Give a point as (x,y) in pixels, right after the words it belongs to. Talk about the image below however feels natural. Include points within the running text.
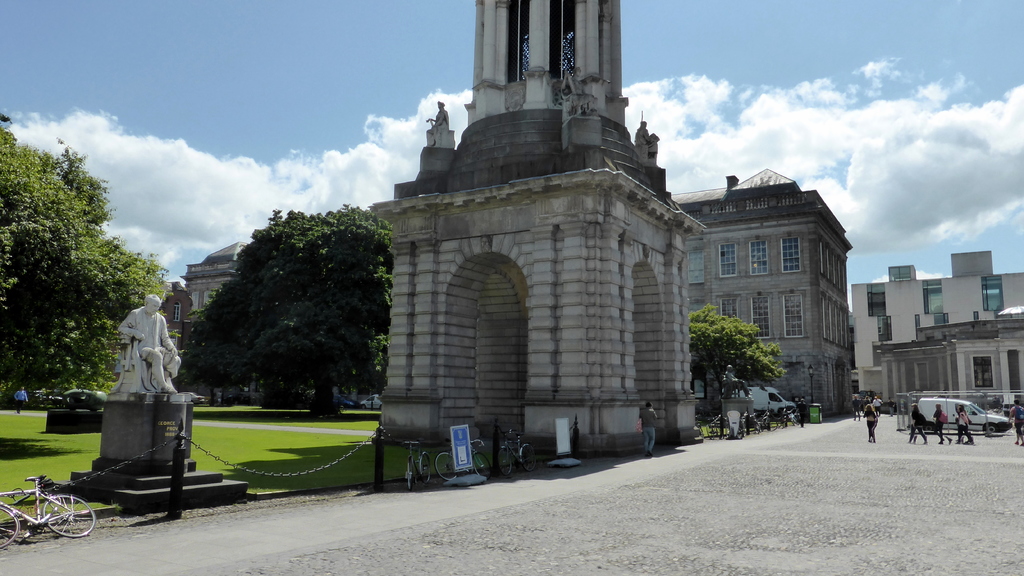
In the image there are many buildings (483,319) and there is a huge path (958,472) around the buildings (794,388) and many people (919,421) are walking around the path (896,422), on the left side (162,382) there is a sculpture (161,353) and behind the sculpture (167,369) there is a beautiful garden (245,344). There are few trees (329,330) in that garden (372,348) and there is an iron fencing (366,439) around that garden (14,485).
